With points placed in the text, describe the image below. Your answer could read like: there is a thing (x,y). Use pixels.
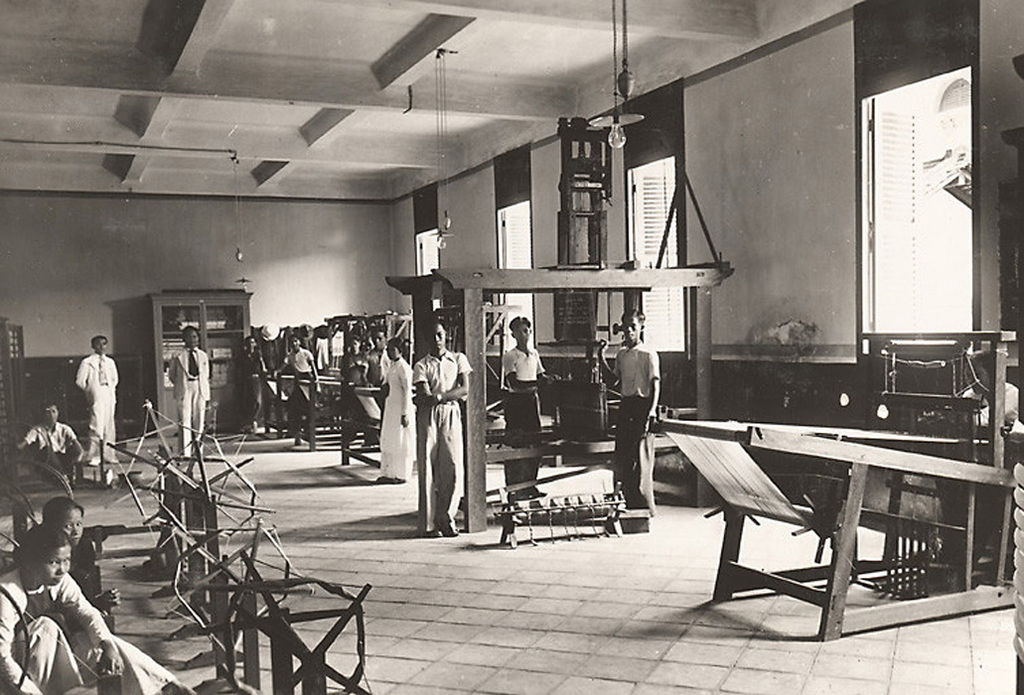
This is a black and white image. I can see few people (309,368) standing and there are machines (558,422) on the floor (587,604). At the bottom left side of the image (128,658), I can see two persons (83,629) sitting. In the background (221,349), there is a cupboard (211,359) with objects (199,324) in it. I can see the lamps (597,122) hanging to the ceiling (428,52). On the right side of the image (978,299), there are windows (671,229).
